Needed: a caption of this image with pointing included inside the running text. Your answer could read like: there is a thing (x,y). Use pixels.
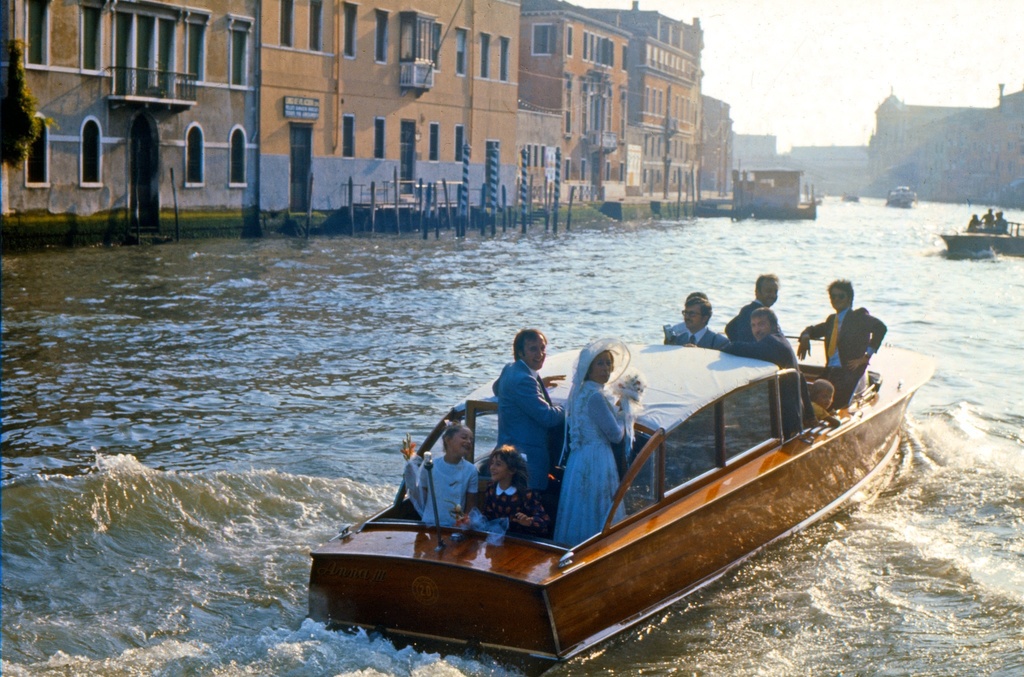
In this image, we can see a few people (871,349) sailing on boats (702,472). We can also see some buildings (517,106), poles (522,189) and the sky (774,61). We can also see some water (498,254) with some objects (742,185).
